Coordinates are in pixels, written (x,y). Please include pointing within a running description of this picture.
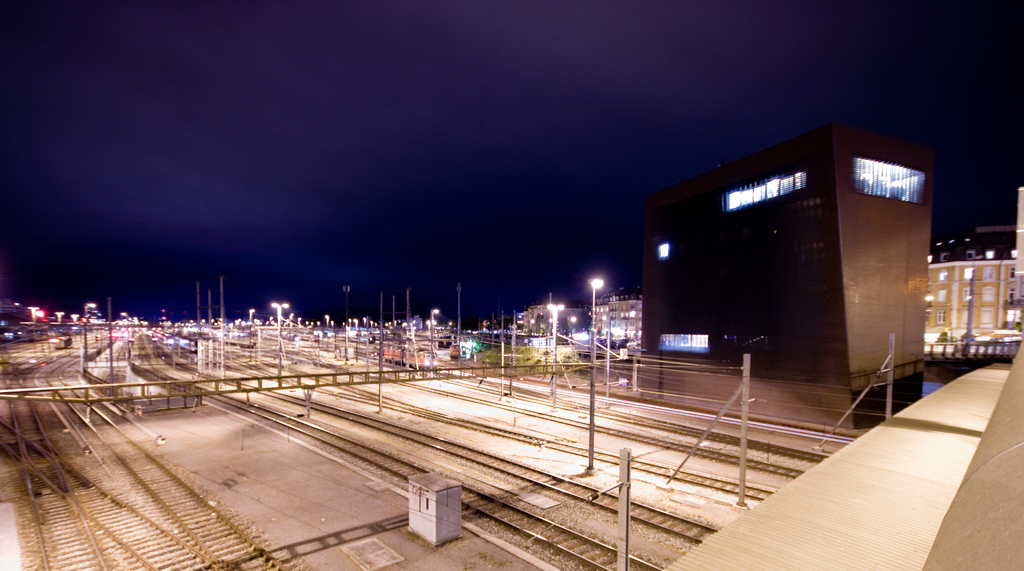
In this image we can see railway tracks (312,426), electricity poles (572,366), buildings (749,298), street lights (554,355), sky (429,223) and clouds (418,93).
